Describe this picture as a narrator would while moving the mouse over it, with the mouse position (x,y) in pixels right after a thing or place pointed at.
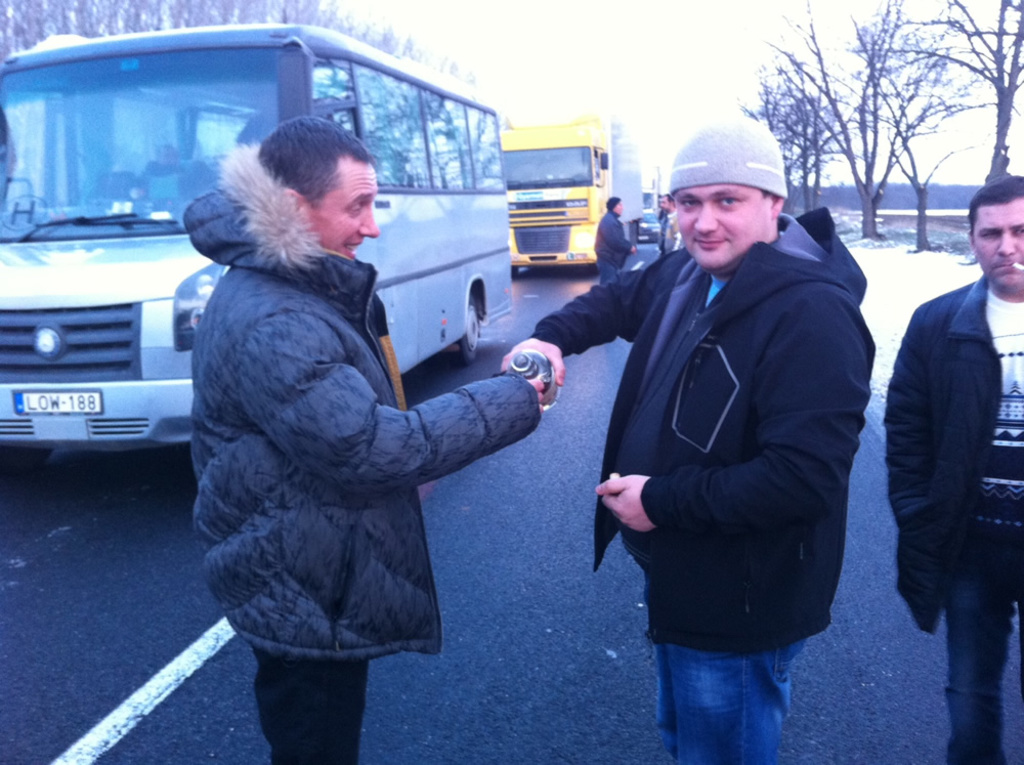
In this picture we can see people (835,524), vehicles (480,327) on the road (851,518), here we can see a bottle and in the background (838,154) we can see trees (809,188), sky (827,169).
